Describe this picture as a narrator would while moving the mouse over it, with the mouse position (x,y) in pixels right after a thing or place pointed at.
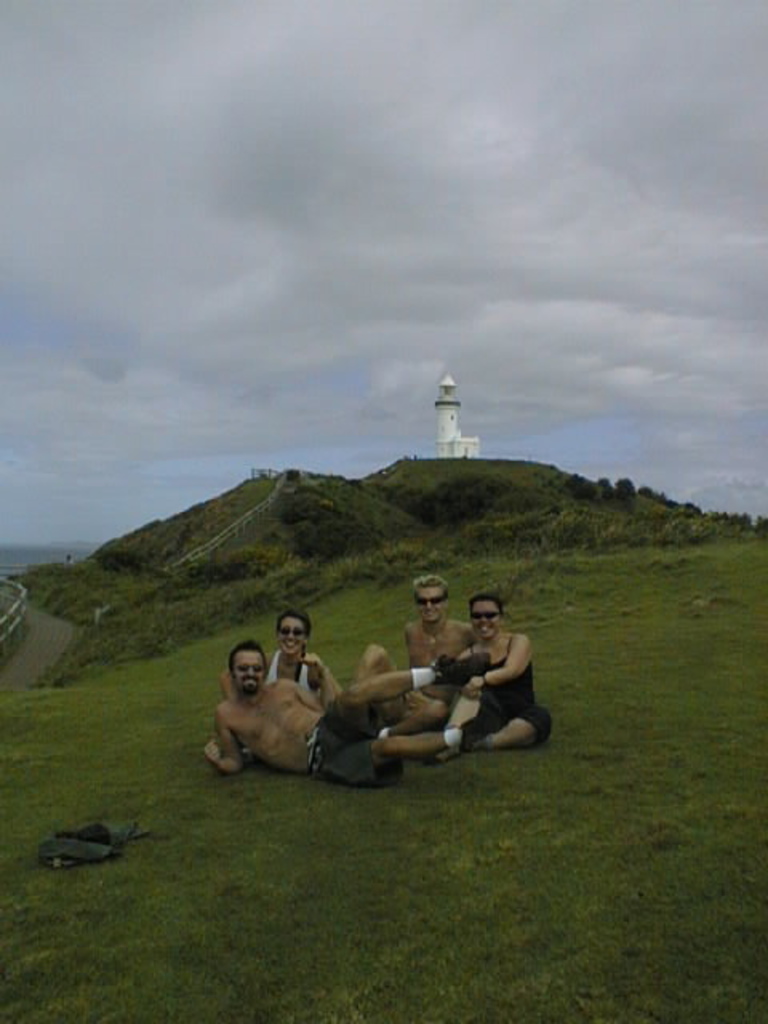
In the picture I can see some group of people (440,716) sitting in the grass (452,782), behind we can see one building (455,434), trees (428,514) and hill (354,498).
